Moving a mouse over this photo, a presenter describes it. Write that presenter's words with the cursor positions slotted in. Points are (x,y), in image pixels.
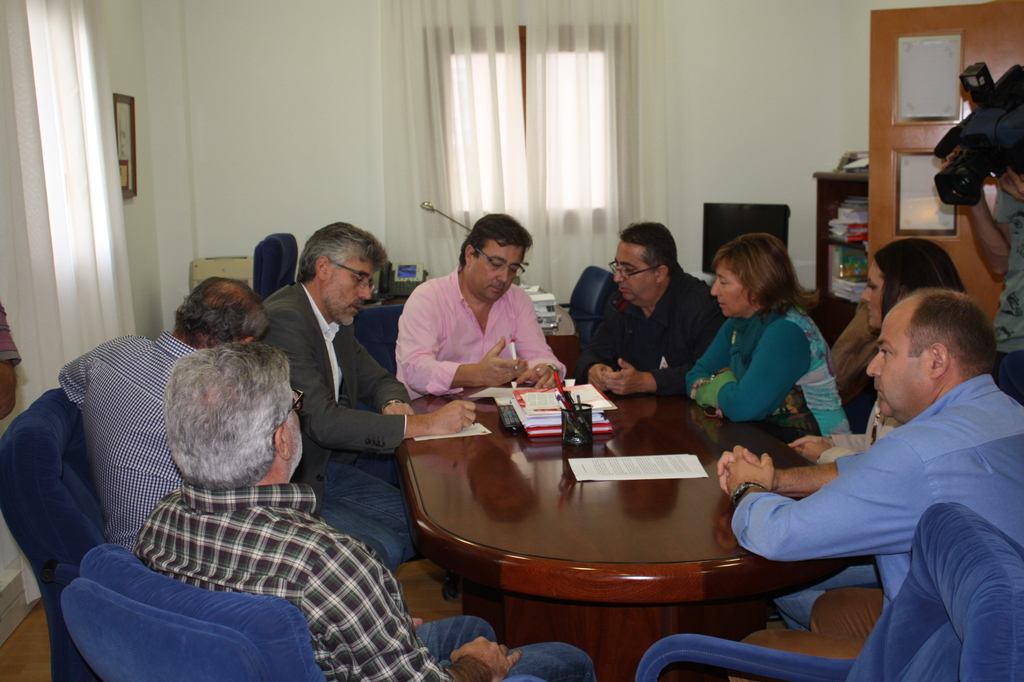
A picture inside of a room (262,343). These persons (508,281) are sitting on a chair (587,287). In-front of this person (837,389) there is a table (651,521), on this table (677,493) there are files (539,426), pen holder (571,419), remote (510,423) and papers (617,464). This man (491,353) is holding a pen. This man (1022,221) is standing and holding a camera (1013,143). This rack (864,187) is filled with books (838,279). On this table (558,317) there are books (546,303), telephone (388,281) and monitor (719,233). A picture (130,142) on wall (300,116). This is window (521,116) with curtain (459,66).
